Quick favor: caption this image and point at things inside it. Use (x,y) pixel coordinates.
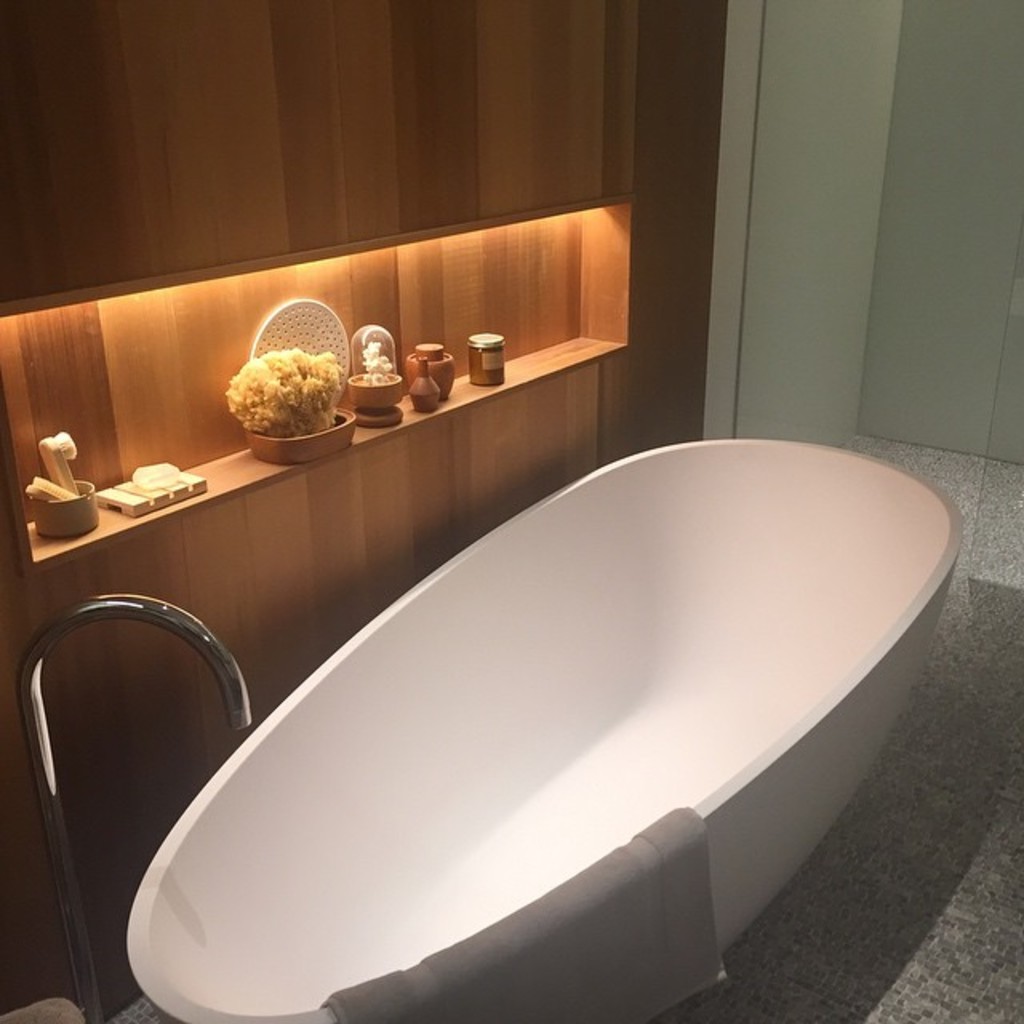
In the image there is a bathtub (214,1021) with cloth (581,886). There is a tap (148,608). Behind the bathtub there is a wooden wall (298,535) with cupboard (513,379). On the cupboard (82,448) there are few items (38,494) on it.
